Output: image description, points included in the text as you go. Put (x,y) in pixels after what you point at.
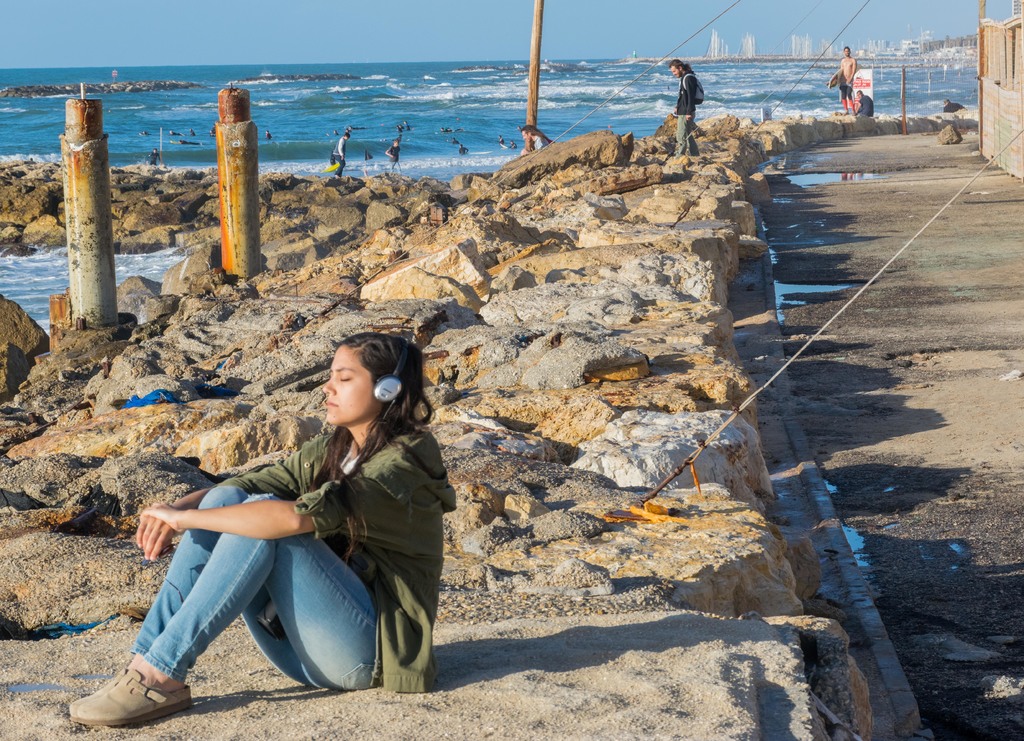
In this picture I can see there is a woman (380,348) sitting on the rocks (238,689) and listening to music and there are few other people (860,97) standing and sitting on the rocks (611,310) and there is a ocean (353,141) on to left (34,276) and there are few buildings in the backdrop (870,51).
